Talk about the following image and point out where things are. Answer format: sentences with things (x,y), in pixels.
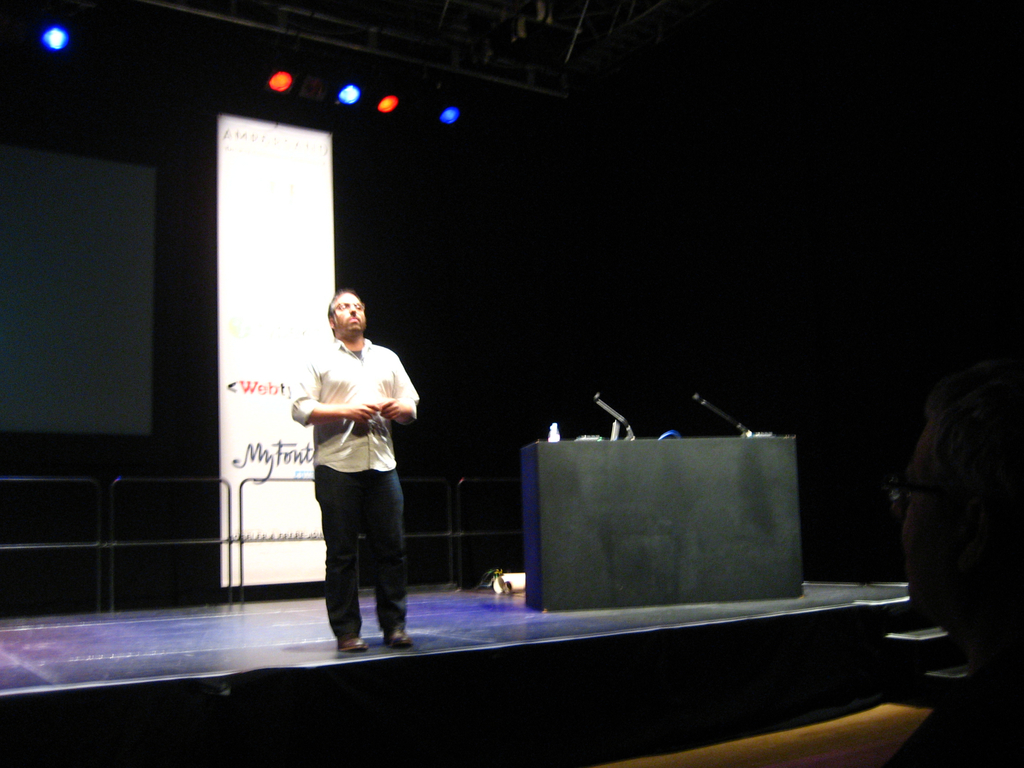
In this image I can see a person (323,426) wearing white shirt (330,387), black pant (327,511) and brown shoe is standing on the stage (370,625). I can see a green colored podium (620,567) and two microphone (626,426) on the stage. To the right bottom of the image (946,739) I can see a person (946,739). In the background (264,188) I can see a banner (274,208), few lights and few metal rods (363,50).
